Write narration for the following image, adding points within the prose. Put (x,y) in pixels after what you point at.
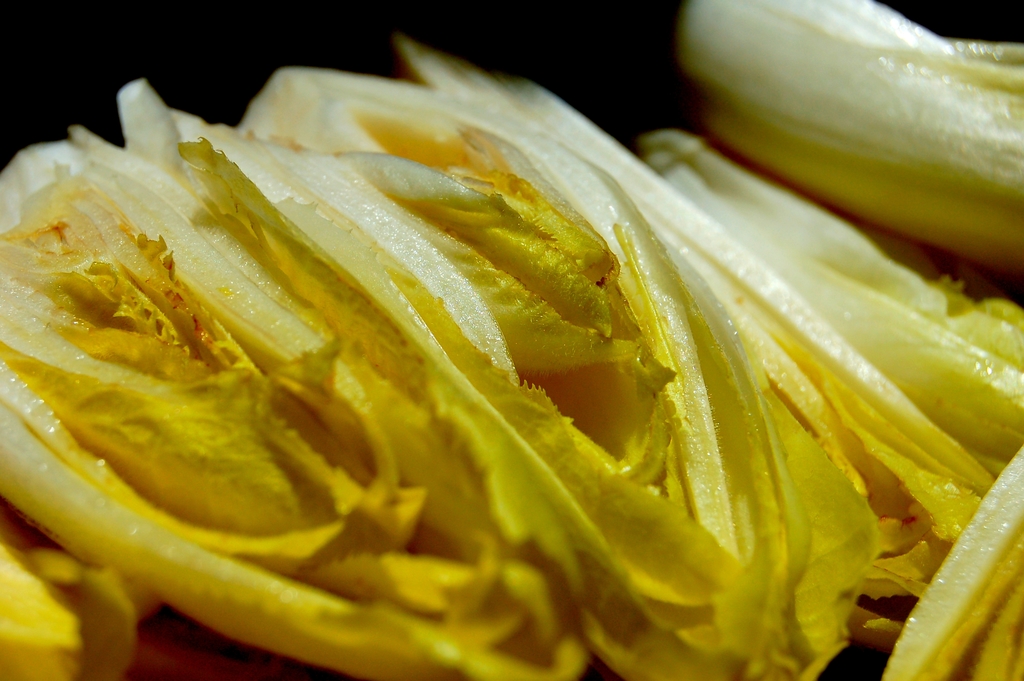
In this image we can see some objects (593,338), which looks like food items (563,320), and the background (573,56) is dark.
